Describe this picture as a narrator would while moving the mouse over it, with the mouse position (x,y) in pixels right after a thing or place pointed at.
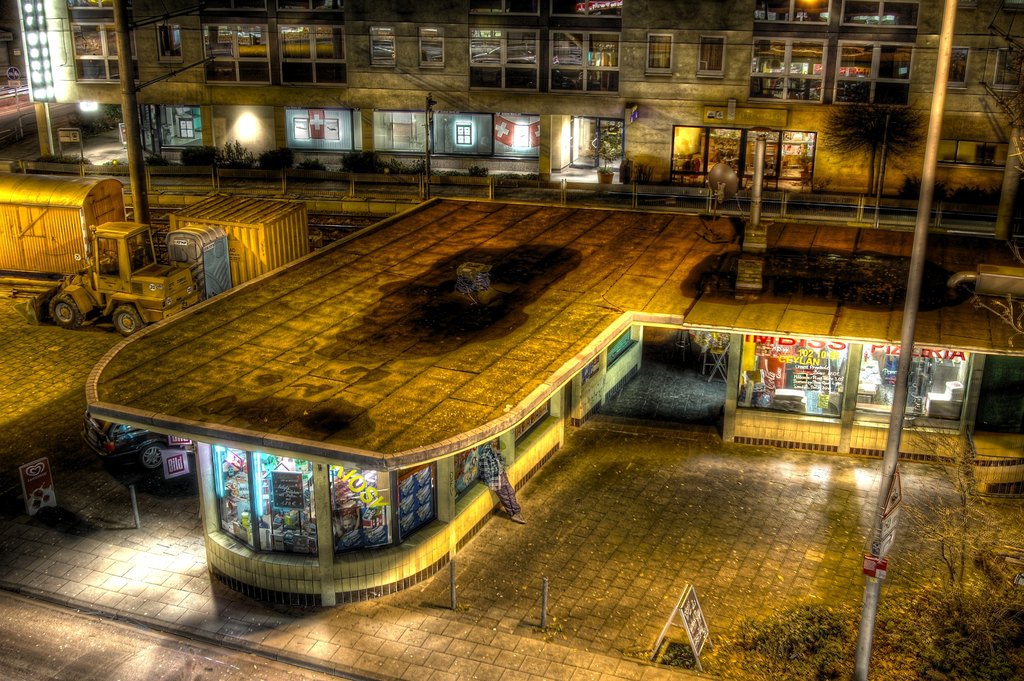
In this image, there are a few buildings (187,425), vehicles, boards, poles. We can see the ground (80,600) with some objects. We can also see some grass (988,589) and plants (812,666). We can also see some containers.
